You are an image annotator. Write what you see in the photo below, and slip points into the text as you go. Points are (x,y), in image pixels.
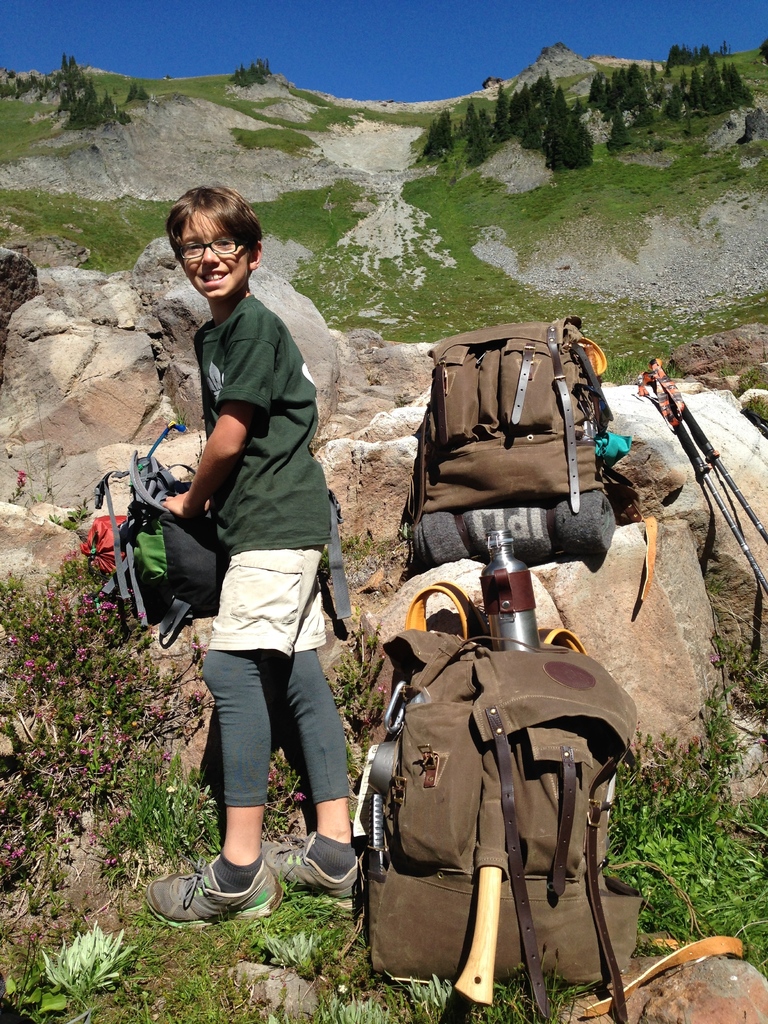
Child (256,572) is standing, bags (534,839) are present and grass (710,836).
